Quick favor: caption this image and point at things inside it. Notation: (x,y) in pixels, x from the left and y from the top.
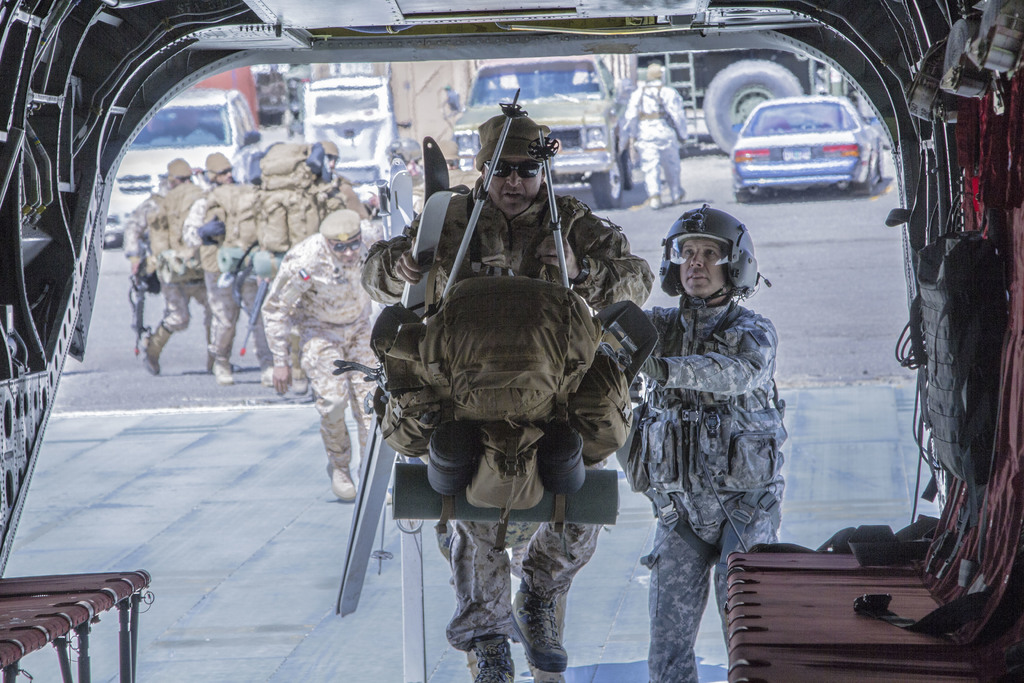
In this image I can see fleets of vehicles (313,130) and a group of soldiers (306,161) are walking on the road (818,345) and are holding some objects (564,457) in their hand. This image is taken may be during a day on the road (641,205).
